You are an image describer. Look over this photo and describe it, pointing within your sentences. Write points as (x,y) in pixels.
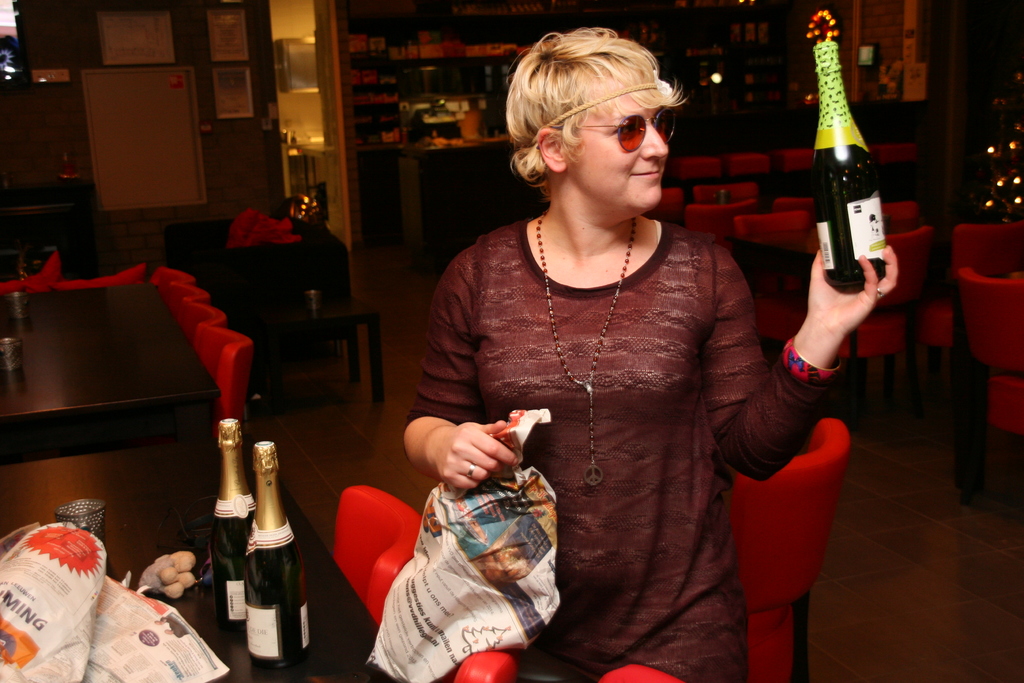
The image is inside the room (191,0). In the image in middle (515,351) there is a woman (575,284) standing and holding a bottle (821,154) on one hand (808,309) in front of a table (323,645), on table (209,633) we can see a newspaper (127,641), two wine bottle (256,506). Beside the table (336,571) we can see a chair (391,511) and background (782,294) there are some chairs (808,166) and tables (127,300) and a photo frame (243,113) on wall (244,144).
